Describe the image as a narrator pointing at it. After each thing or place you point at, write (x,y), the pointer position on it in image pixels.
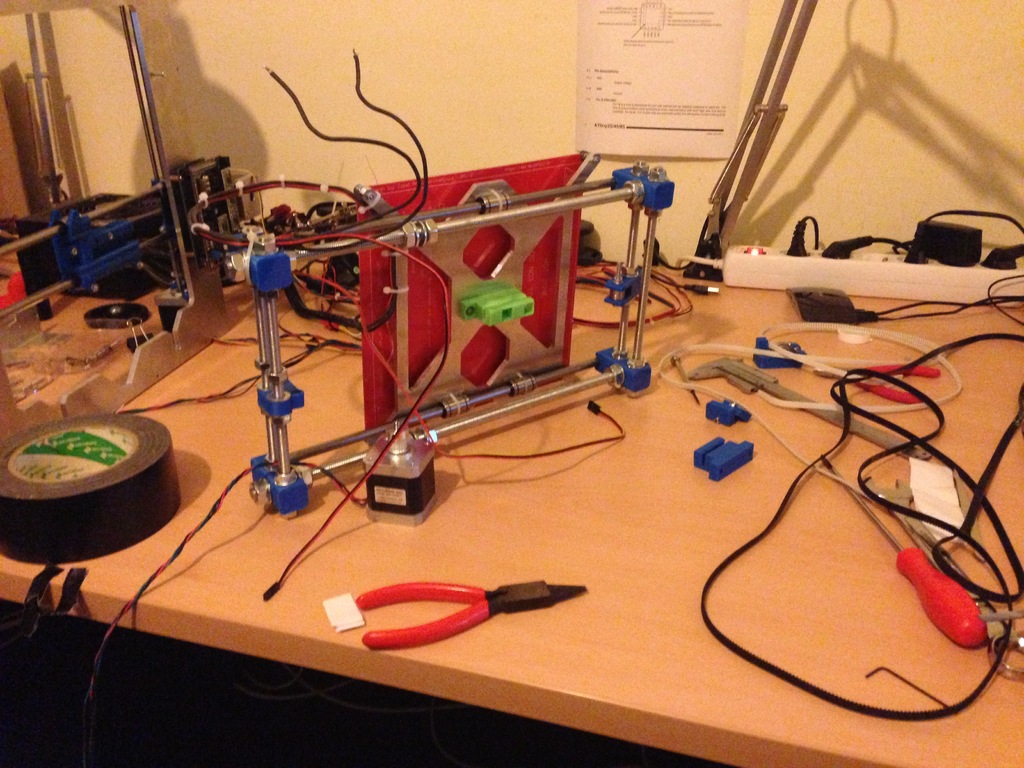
In this image we can see many tools (745,374) and other objects (801,344) placed on the table (684,487). There is an extension box (862,274) and many plugs (963,251) plugged into it. We can see a poster (691,71) on the wall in the image.
